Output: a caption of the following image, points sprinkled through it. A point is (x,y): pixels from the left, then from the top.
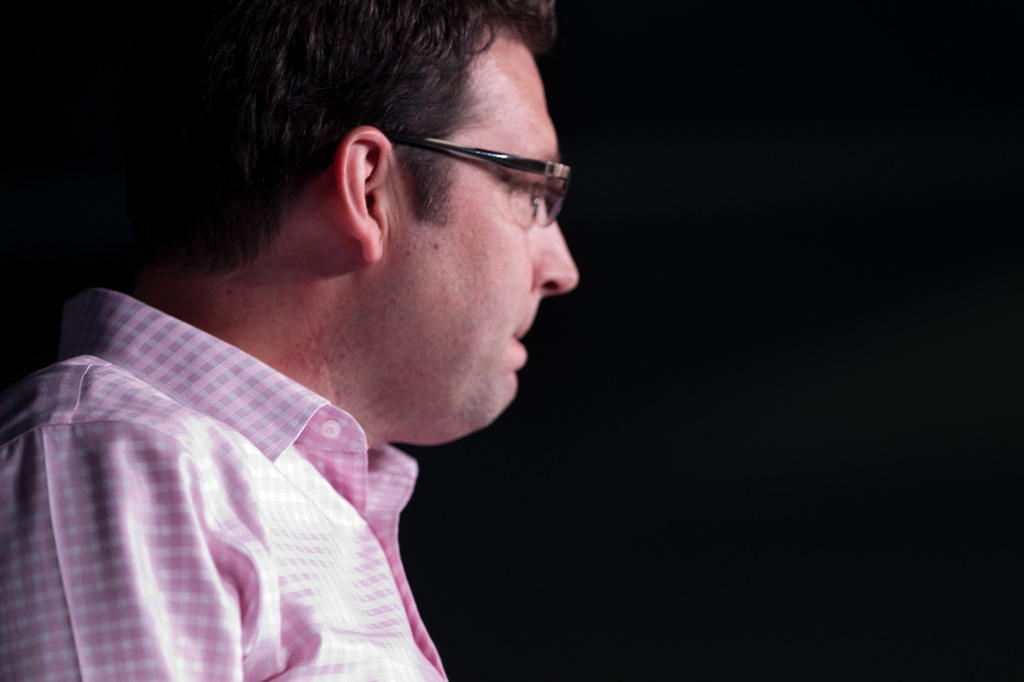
There is a person (418,58) wearing a spectacle (508,165), watching something. And the background (721,59) is dark in color.
